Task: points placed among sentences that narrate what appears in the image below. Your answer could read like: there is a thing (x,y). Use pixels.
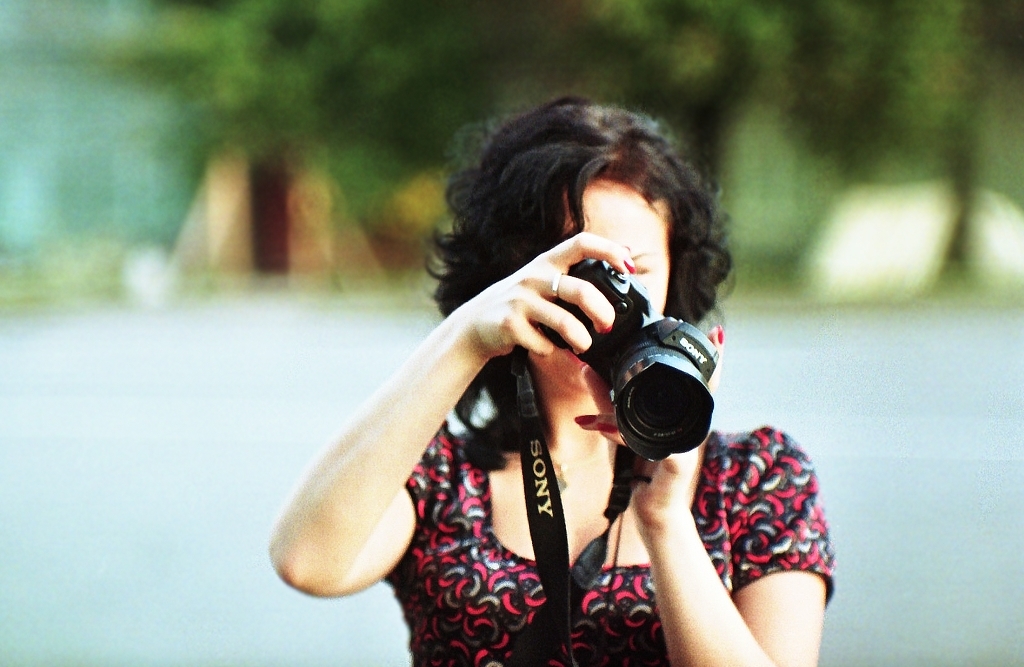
In this picture one girl (664,213) is standing and holding a camera (657,362) to take a pictures and back side there is a trees (562,77).
